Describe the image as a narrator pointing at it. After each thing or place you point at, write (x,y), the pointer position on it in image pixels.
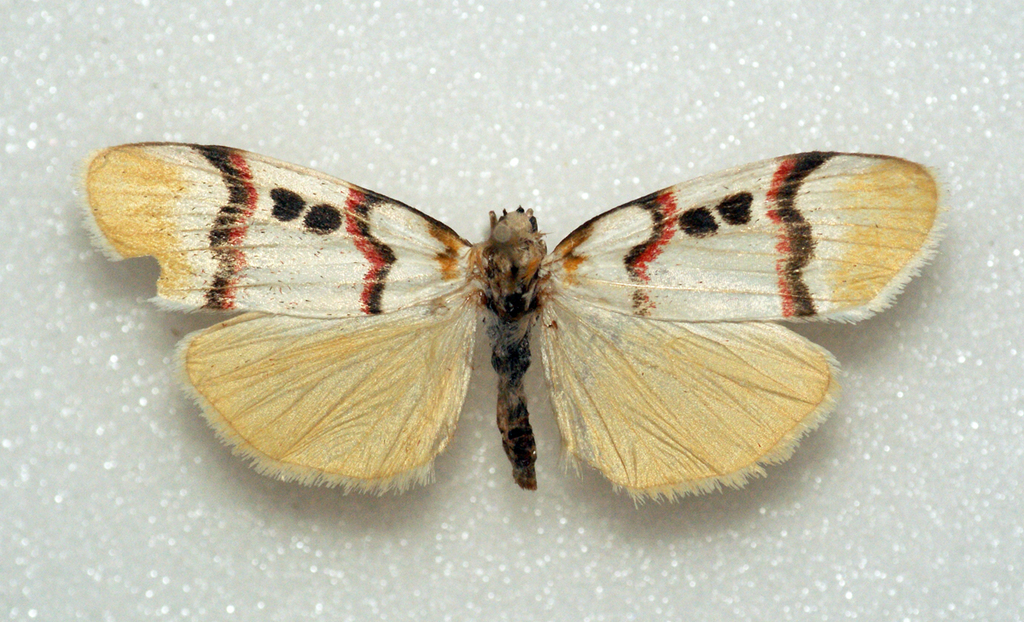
In this picture there is a butterfly (642,408). At the bottom (66,476) it looks like a marble (648,170) and the butterfly (564,416) is in cream, red and in black color.
